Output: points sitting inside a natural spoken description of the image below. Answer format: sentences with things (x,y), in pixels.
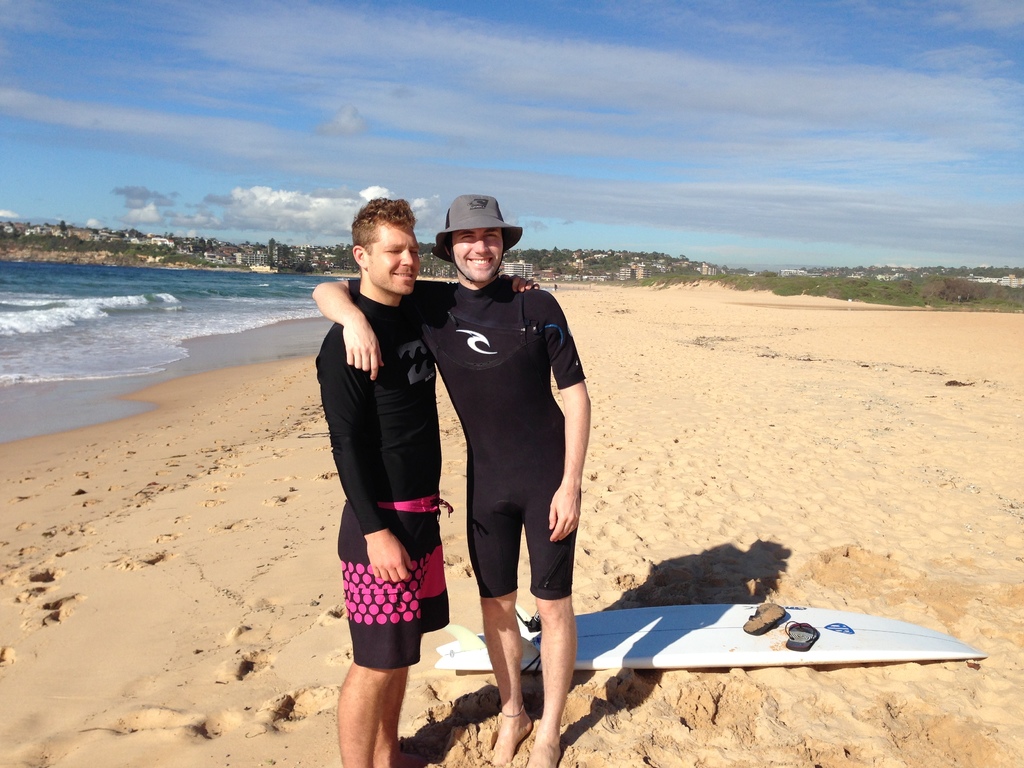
In this image in the center (435,313) there are two people (412,387) standing, and one person (481,240) is wearing a hat (483,226) and there is one surfing board (738,650) and footwear (790,635). At the bottom (627,716) there is sand (812,391), and on the left side (128,293) there is a beach (78,315). In the background (71,238) there are some trees (426,251) and buildings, and at the top (442,112) there is sky (412,149).
